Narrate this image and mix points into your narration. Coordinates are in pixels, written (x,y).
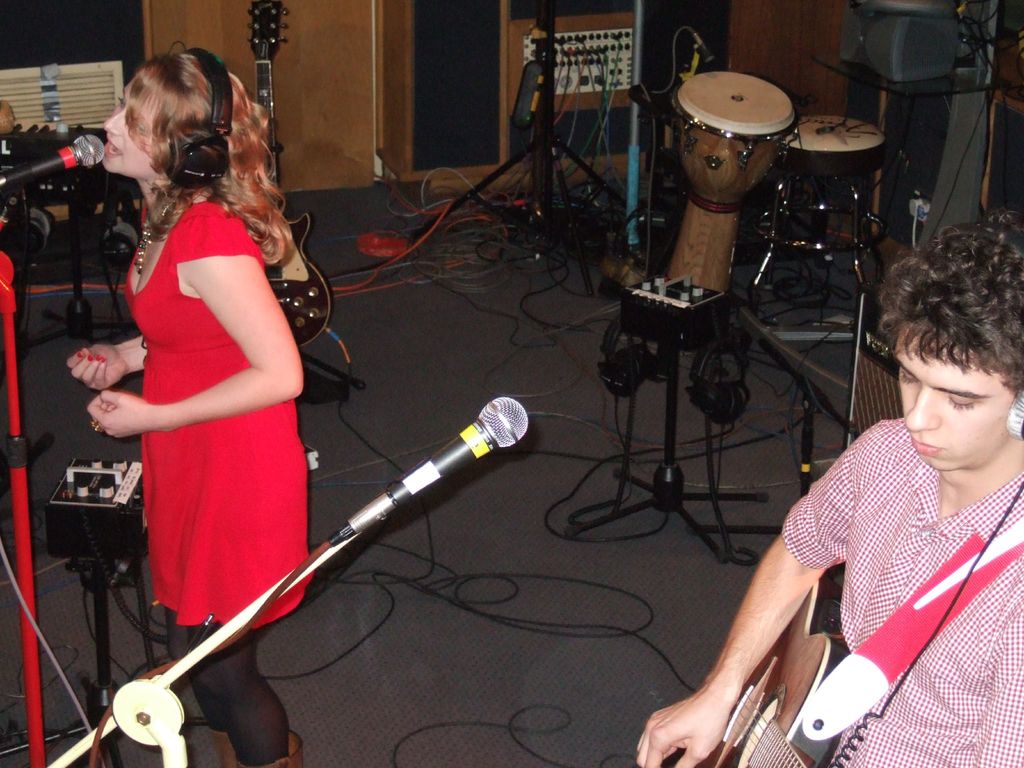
This is a picture, In a picture the two persons (212,252) were playing a music the women (212,477) in red dress (185,442) were singing a song the boy (855,562) holding a guitar (759,718). The floor (531,588) is full of cables (482,266) background of the two persons (162,318) are the music instruments (699,200).
